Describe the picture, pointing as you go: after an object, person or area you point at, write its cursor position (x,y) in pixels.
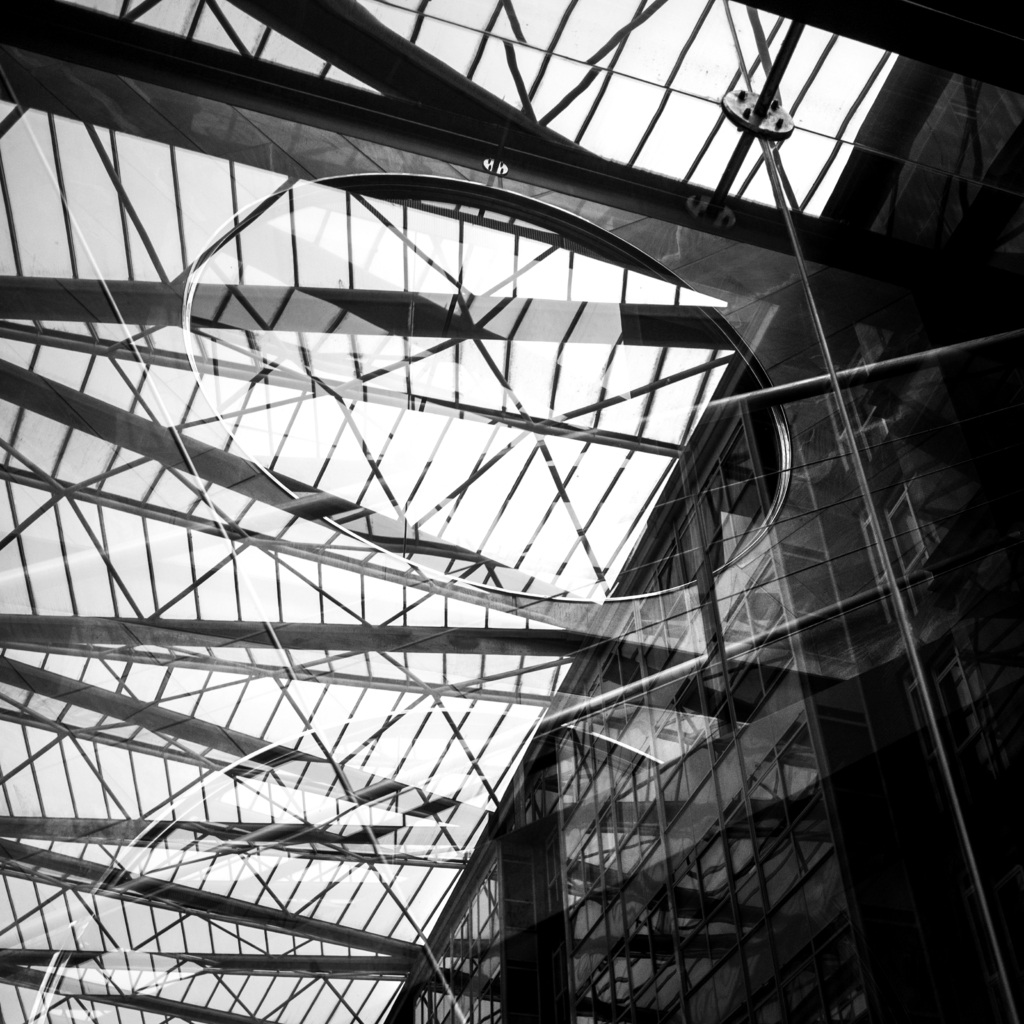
This is a black and white picture, on the right side of the image (706,710) it looks like a building (700,808), at the top (427,328) we can see some metal rods (323,556) and also we can see the sky (329,418).
